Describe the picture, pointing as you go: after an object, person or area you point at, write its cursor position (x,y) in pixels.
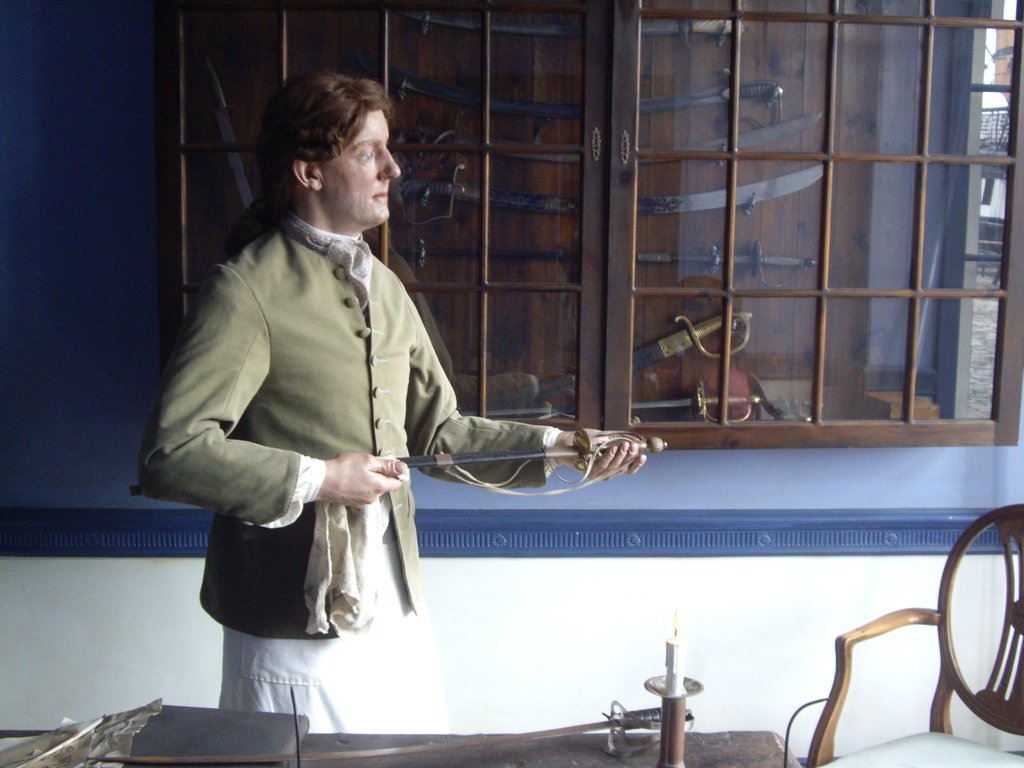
In the image we can see there is a man (415,365) who is standing and he is holding a sword (461,456) in his hand (383,465) and beside him there is a shelf (595,205) in which there are so many swords (717,30) kept one by one and on the table (600,749) there are other swords (646,730) which are kept and there is a candle (677,672) on the stand (682,711) and even there is chair (1015,627) beside the table (779,764).
